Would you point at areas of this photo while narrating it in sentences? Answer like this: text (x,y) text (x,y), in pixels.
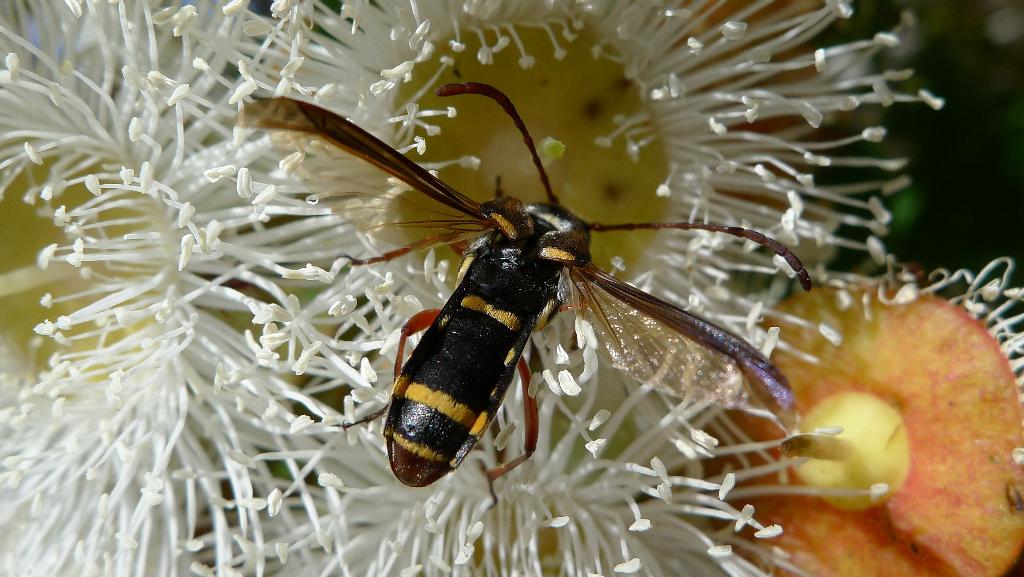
In this picture I can see an insect (479,298) in front (503,273), which is of black, yellow and brown in color. In the background (420,261) I can see the flowers (839,286) which are of white, yellow and orange color.
